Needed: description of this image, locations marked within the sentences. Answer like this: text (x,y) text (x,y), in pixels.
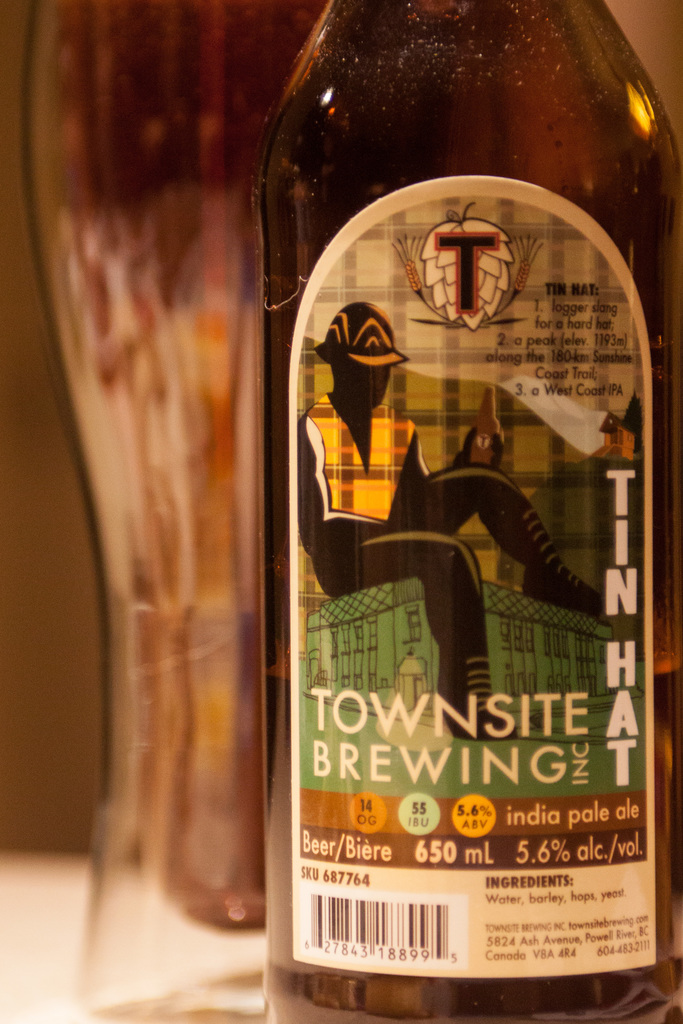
This is the bottle (638,230) and this is the label (408,699).
